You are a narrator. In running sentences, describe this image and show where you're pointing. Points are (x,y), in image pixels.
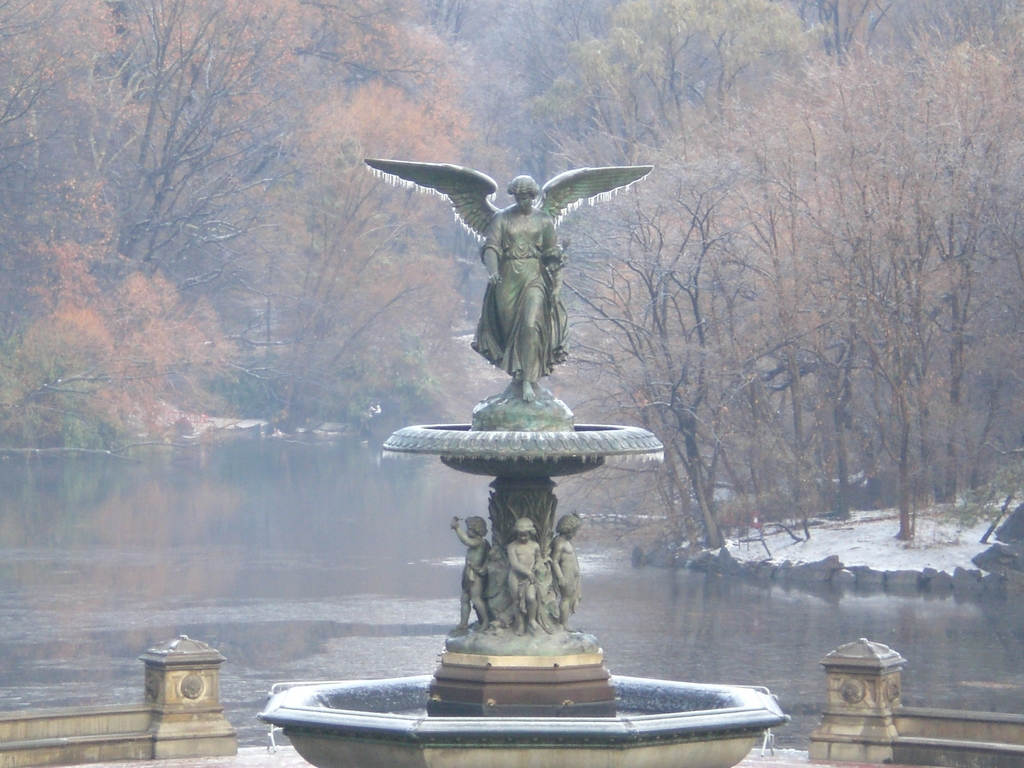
In this image we can see the statue (556,271), fountain (470,704) and the walls (91,726). In the background of the image (166,481) we can see water (268,565), rocks (746,573) and the trees (569,240).
